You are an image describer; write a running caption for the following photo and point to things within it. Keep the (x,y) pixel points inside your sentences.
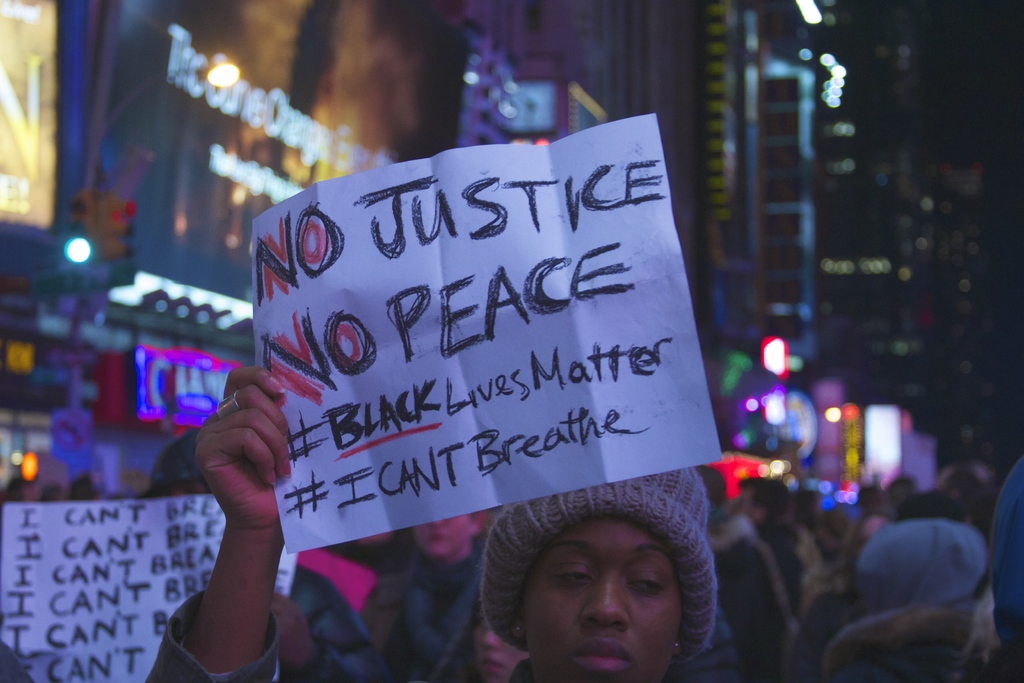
In this image a person (579,645) wearing a cap (678,558) is holding a paper (531,336) in his hand (256,419). On the paper (409,380) there is some text (450,396). Behind him there are few persons (787,671). Left bottom there is a banner (83,566) having some text (126,576). Background (752,374) there are few buildings (761,243) having lights (796,405).
